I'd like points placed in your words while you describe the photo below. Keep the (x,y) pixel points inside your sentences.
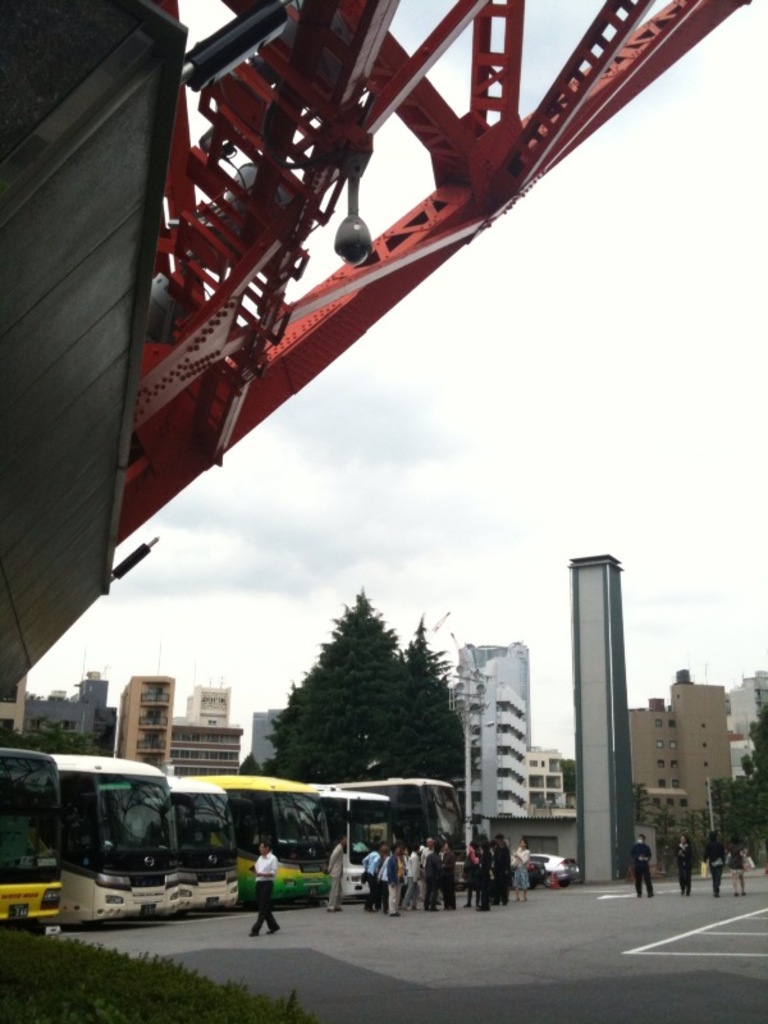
In this image there are people (713,885) and we can see buses (239,886) on the road (446,955). In the background (231,752) there are buildings (197,728), trees (446,723) and sky (676,514). At the top (450,197) there is a tower (280,358).
